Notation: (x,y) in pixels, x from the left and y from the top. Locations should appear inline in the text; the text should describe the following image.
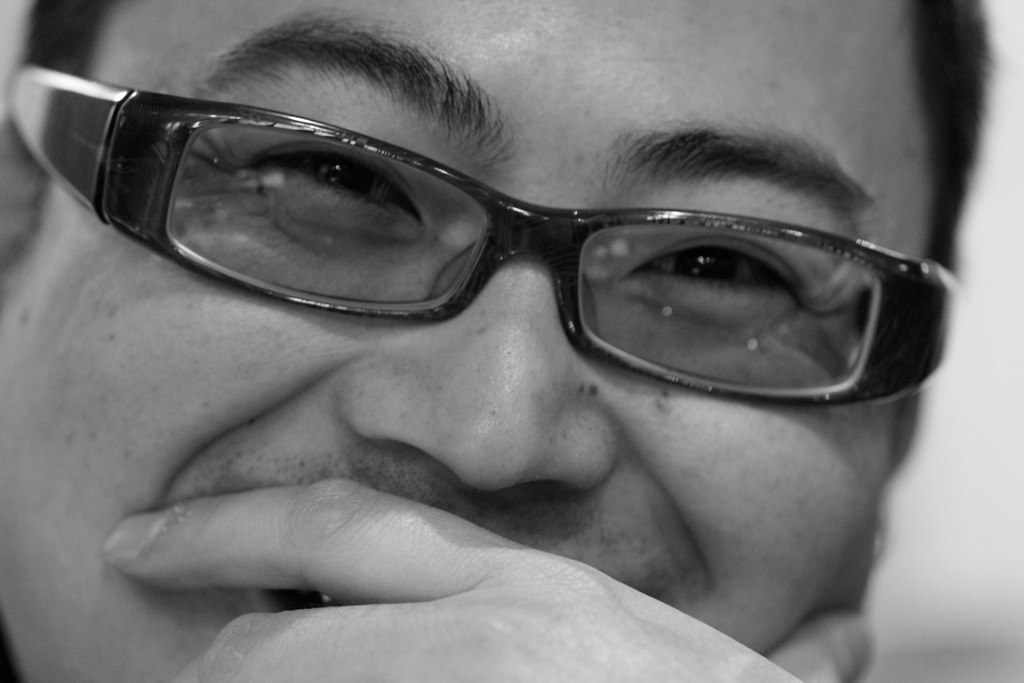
This is the zoomed in image of a man (261,524). He is wearing spectacles (636,235) and smiling.
